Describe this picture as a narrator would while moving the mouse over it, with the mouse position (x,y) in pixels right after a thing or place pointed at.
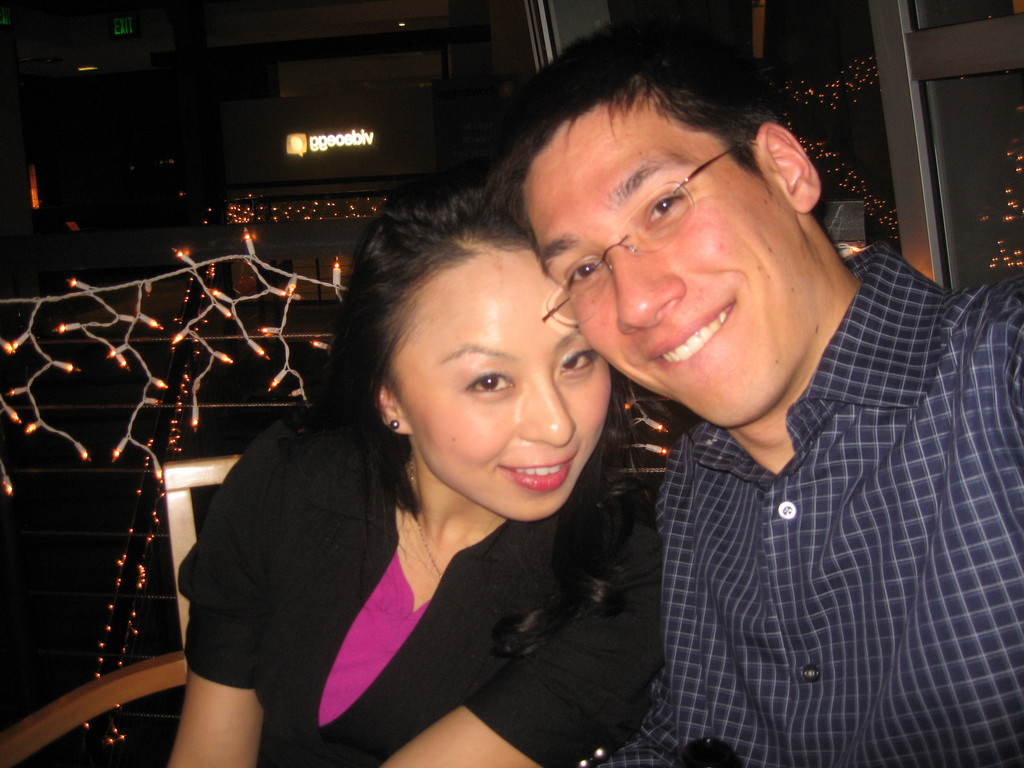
In the image we can see a man (899,571) and a woman (658,590) sitting, they are wearing clothes (633,583). The man (670,291) is wearing spectacles (655,240) and the woman (559,479) is wearing neck chain (420,527) and ear stud (398,424). This is a text (325,142) and small lights (156,326).
